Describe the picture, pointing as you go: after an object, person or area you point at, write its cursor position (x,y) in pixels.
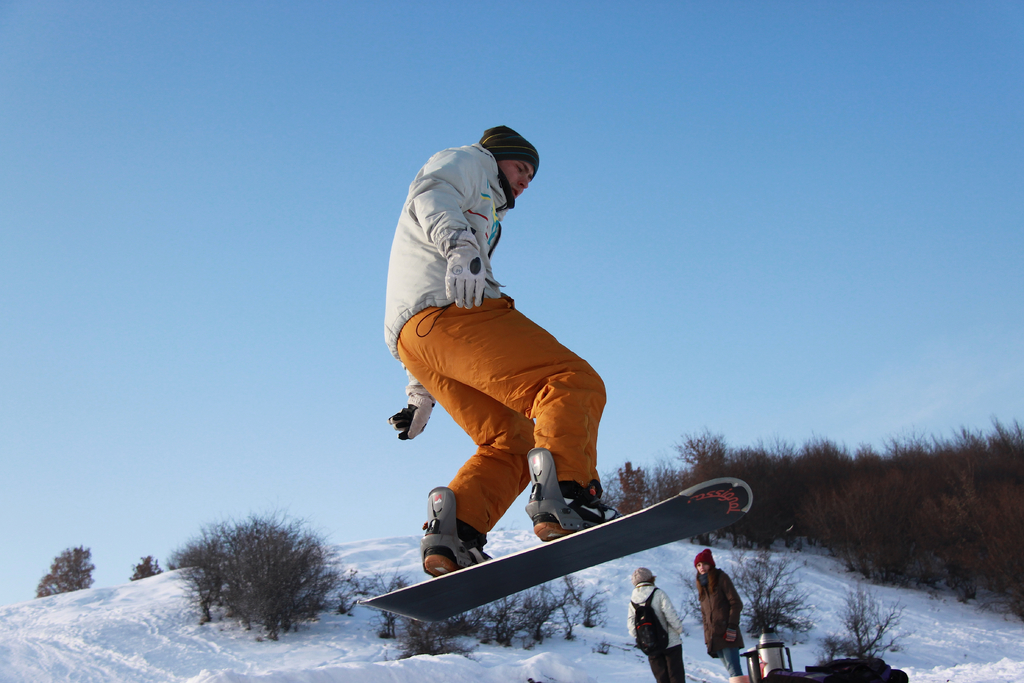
In this picture there is man (428,242) wearing white jacket (452,198) and orange track (537,376) is doing ski boarding and jumping in the air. Behind there is a hill (392,581) full of snow (663,552) and some dry plants (445,638). On the top (310,146) there is a sky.
